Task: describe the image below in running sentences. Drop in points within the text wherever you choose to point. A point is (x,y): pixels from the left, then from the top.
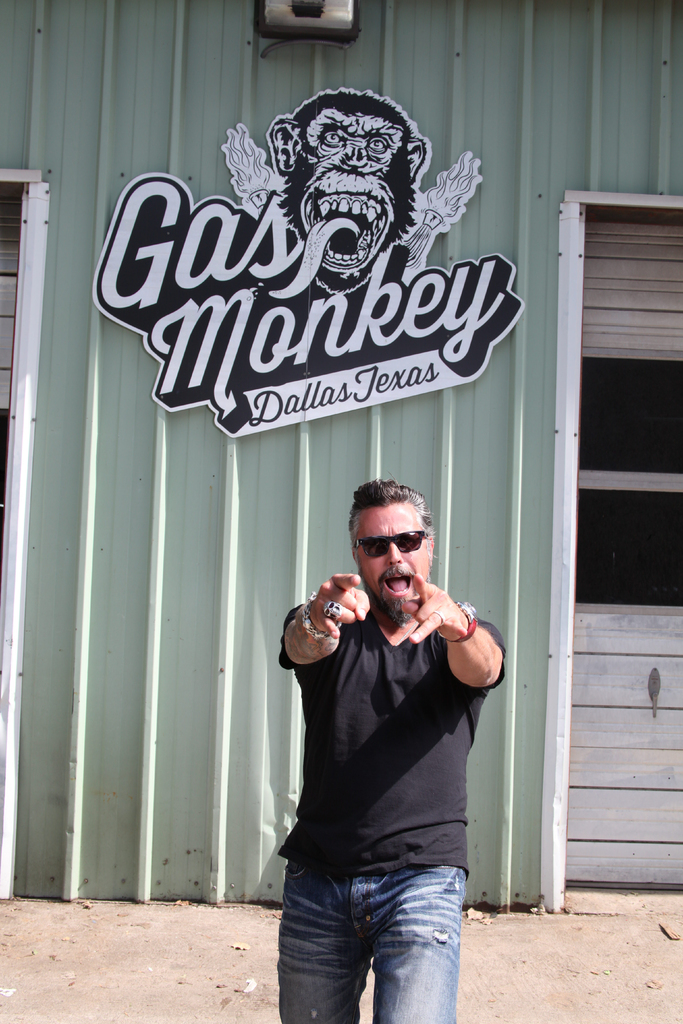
Here we can see a man (340,1023) and he has goggles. In the background (259,747) we can see a board (347,194) and wall (523,176).
